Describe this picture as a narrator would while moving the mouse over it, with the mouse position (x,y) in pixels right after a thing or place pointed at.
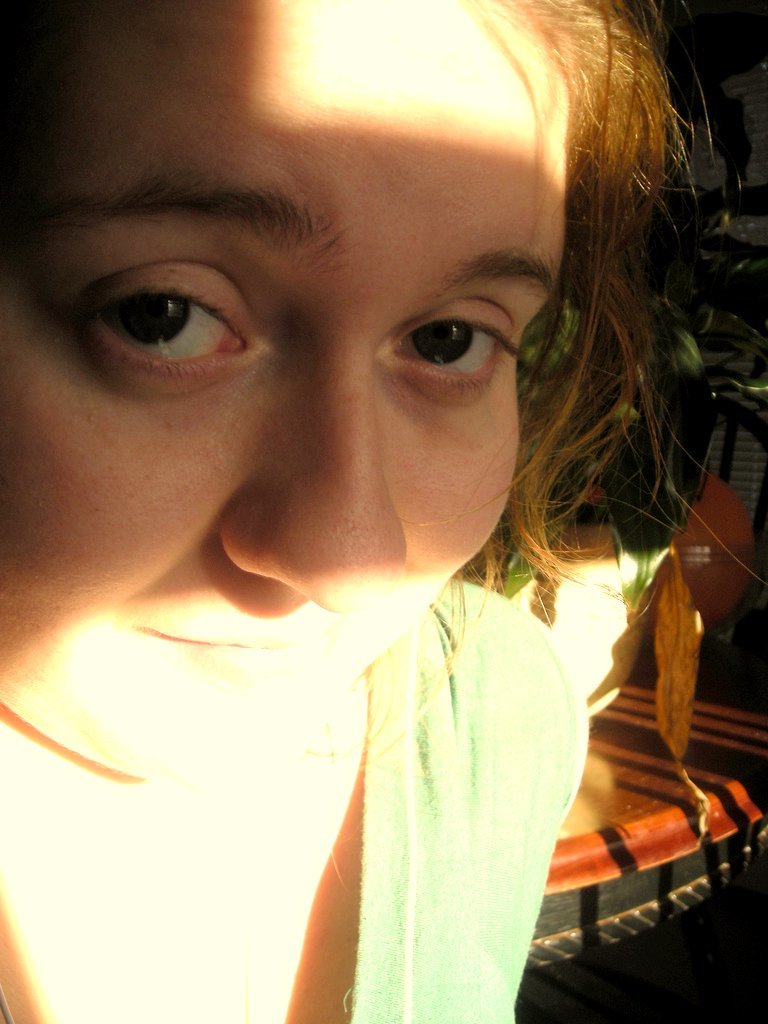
This image consists of a woman (346,639) wearing a green dress (411,898). On the right (706,728), there are some objects (658,833).
